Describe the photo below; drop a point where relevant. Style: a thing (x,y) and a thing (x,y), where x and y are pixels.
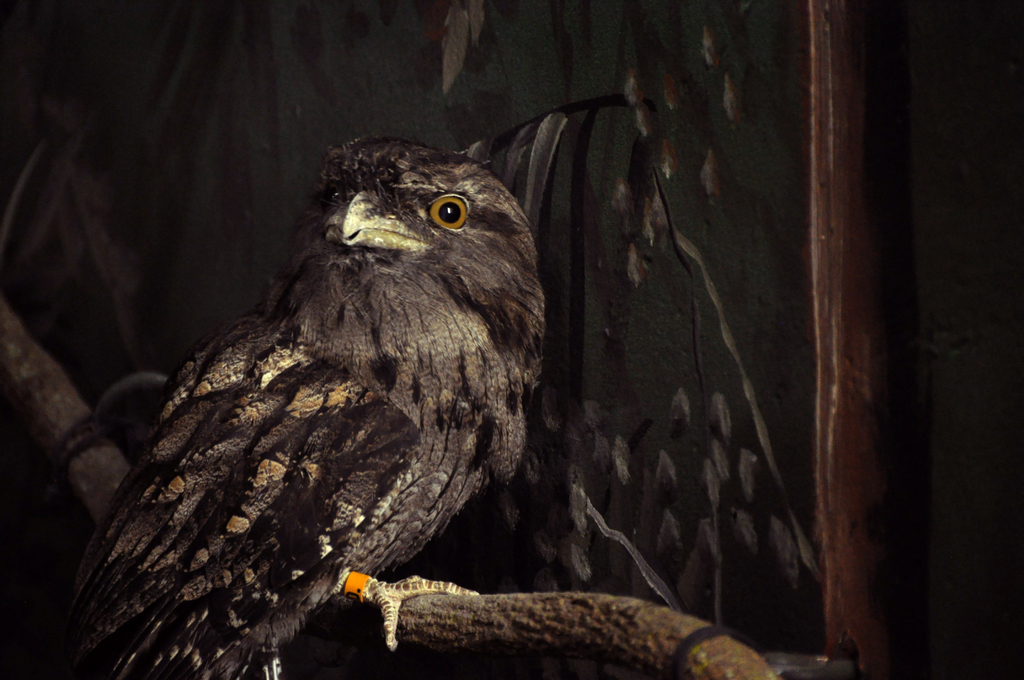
Here I can see a bird (385,378) on a stem (549,620). On the right side (867,389) there is a pole (826,422). In the background (648,194) there is a wall (385,78).
